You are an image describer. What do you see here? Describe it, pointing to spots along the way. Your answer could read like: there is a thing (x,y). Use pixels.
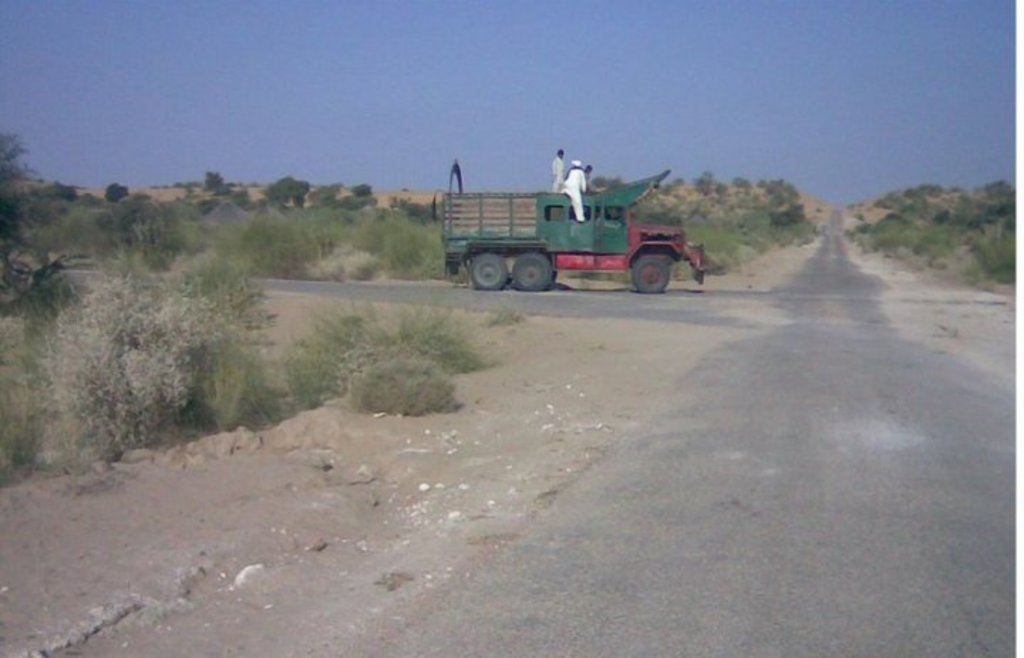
In this image we can see the road (880,403). And we can see some people (592,171). And we can see a vehicle (505,230). And we can see the grass (332,377) and trees (82,199). And we can see the sky (392,141).
